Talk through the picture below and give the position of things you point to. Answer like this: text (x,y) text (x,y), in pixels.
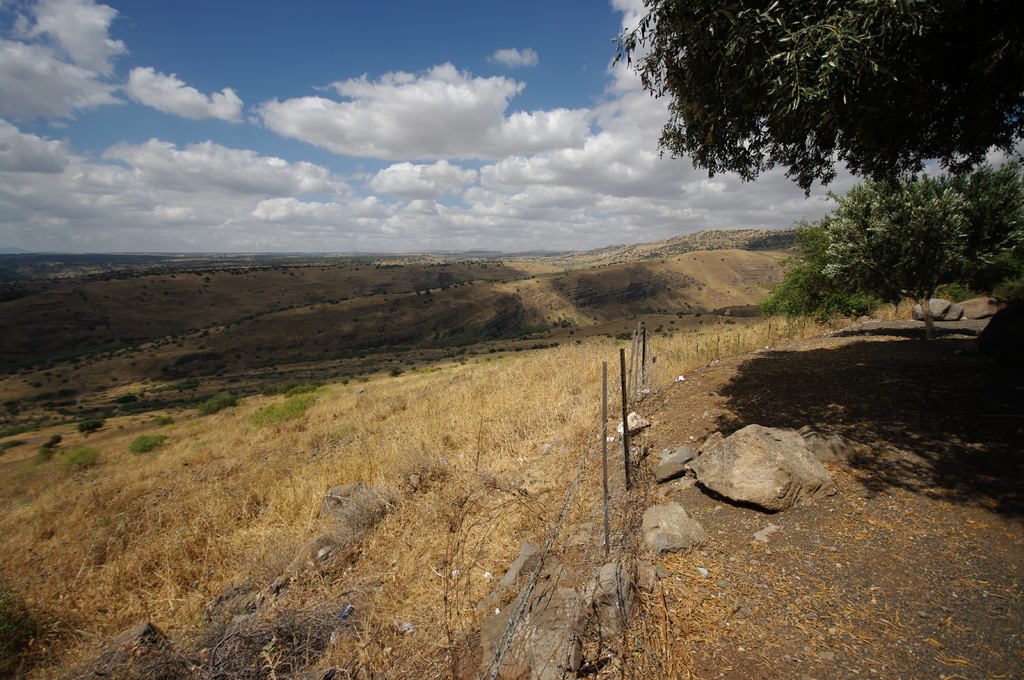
This is an outside view. Here I can see few plants (85,457), grass (296,452) and rocks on the ground (808,596). On the right side (988,168) there are some trees (891,193). In the background (482,290), I can see the hills (331,284). At the top of the image (314,30) I can see the sky (369,58) and clouds (423,127).
